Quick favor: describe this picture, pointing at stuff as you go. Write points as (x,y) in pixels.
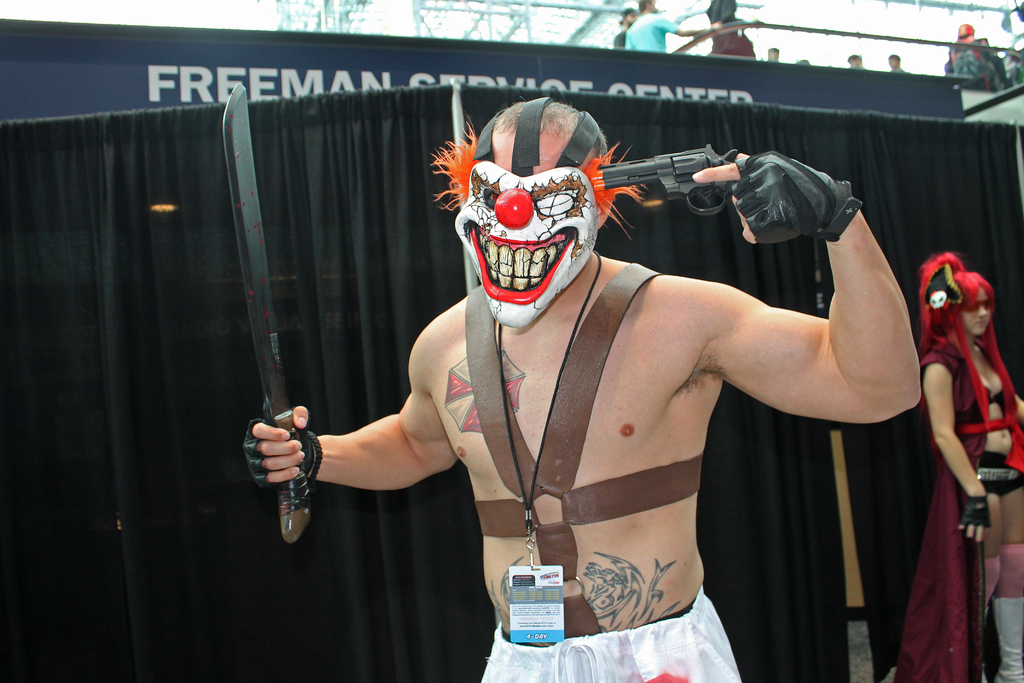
This image consists of a man (529,464) holding a sword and a gun (724,190). He is wearing a mask (557,248). On the right (983,500), we can see a woman (1007,472) wearing a costume (978,412). In the background (895,166), there is a curtain (660,221) in black color. At the top (990,62), we can see many persons (976,65) standing. And there is a text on the wall (373,68).
